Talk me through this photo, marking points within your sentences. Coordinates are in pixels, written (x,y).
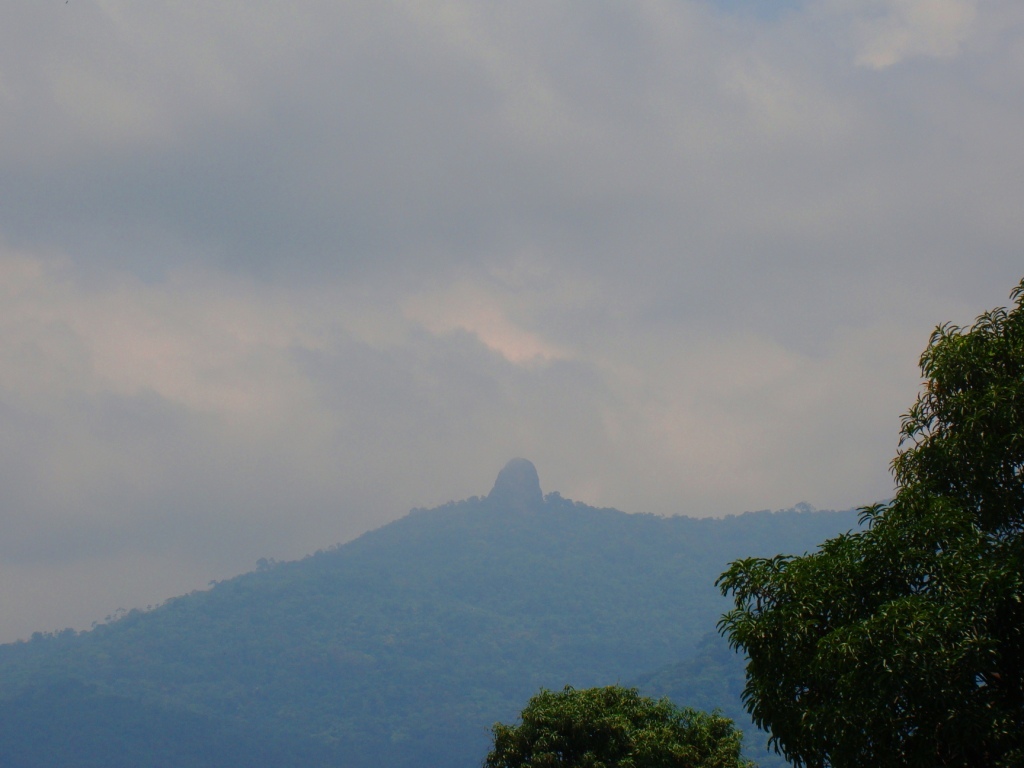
Here in this picture, in the middle (589,510) we can see mountains (370,644) that are covered with plants (332,691) and trees (464,655) and in the front (646,740) also we can see trees (781,674) present and we can see the sky (345,468) is fully covered with clouds (643,169).
